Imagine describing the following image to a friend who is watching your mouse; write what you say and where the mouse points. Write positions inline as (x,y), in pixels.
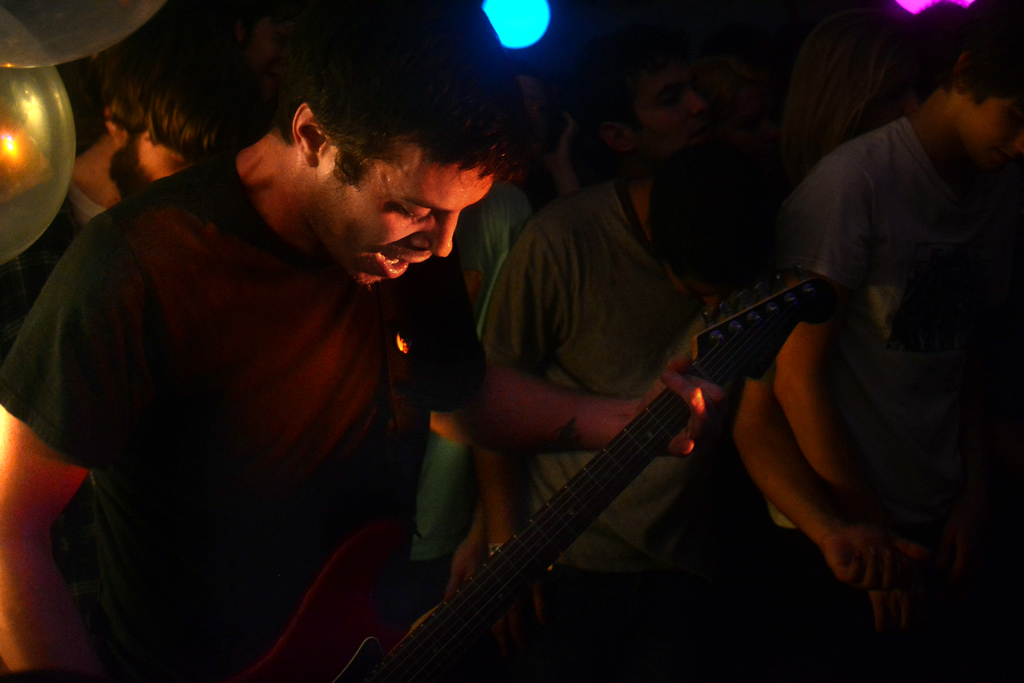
In the image we can see there is a person (349,409) who is standing and holding guitar (737,359) in his hand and beside him there are lot of people (789,152) who are standing.
